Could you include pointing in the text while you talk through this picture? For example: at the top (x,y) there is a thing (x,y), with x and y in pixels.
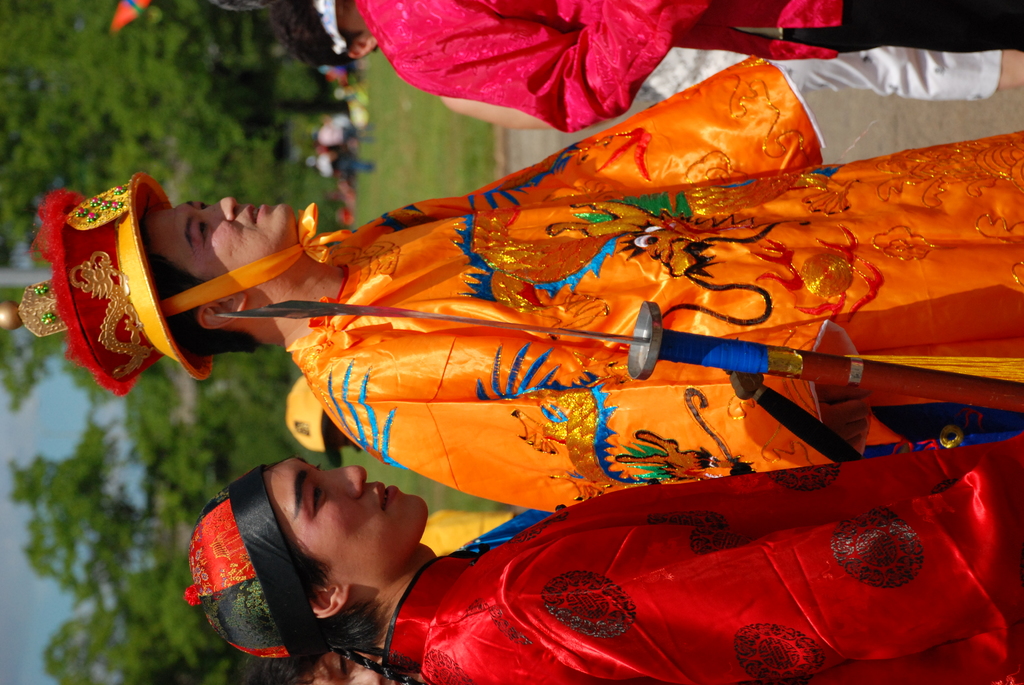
In this image we can see few persons (893,294) and a wooden object (784,372) with a knife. Behind the persons (403,296) we can see a group of trees (238,443), persons (350,92) and the grass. On the left side (31,429), we can see the sky (22,520).
